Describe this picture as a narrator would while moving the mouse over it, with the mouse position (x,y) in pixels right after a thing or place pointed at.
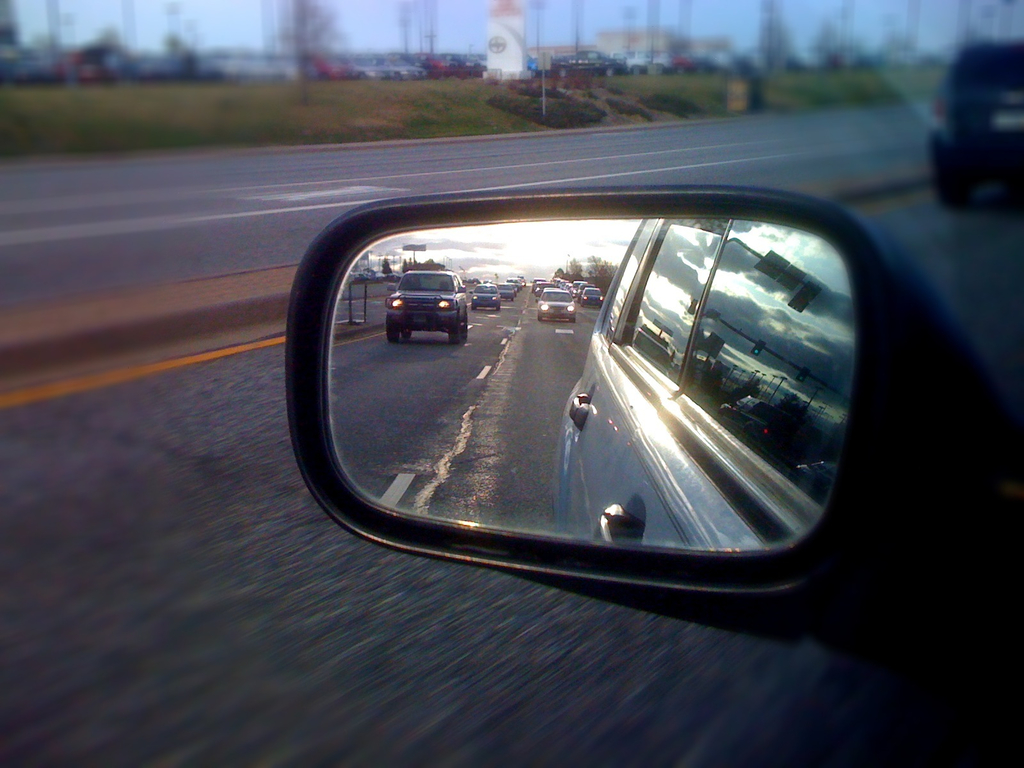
In this image we can see a mirror (486,475) of a vehicle (703,544) in which we can see some vehicles (598,448) on the road (587,320), some trees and the sky (479,276). On the backside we can see a group of vehicles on the ground (266,218). We can also see some grass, poles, a board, a building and the sky (293,48).
